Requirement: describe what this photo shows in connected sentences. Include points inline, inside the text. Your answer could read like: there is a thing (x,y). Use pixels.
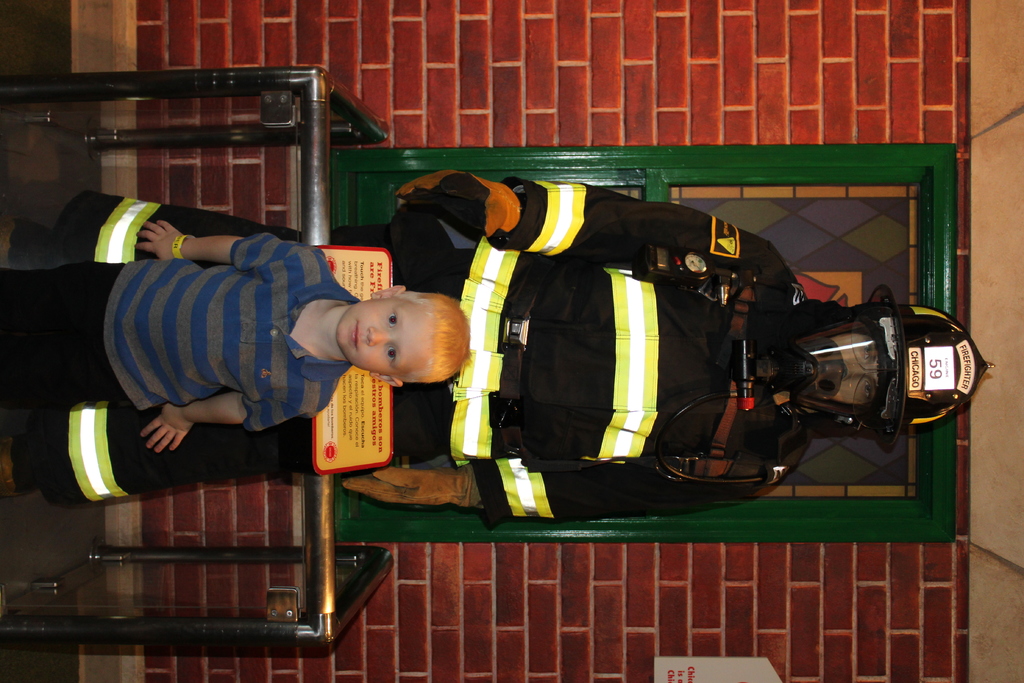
This image is rotated. In this image we can see there are two people (358,342) standing. In the background (704,132) there is a wall (791,118) with red bricks (786,625).
